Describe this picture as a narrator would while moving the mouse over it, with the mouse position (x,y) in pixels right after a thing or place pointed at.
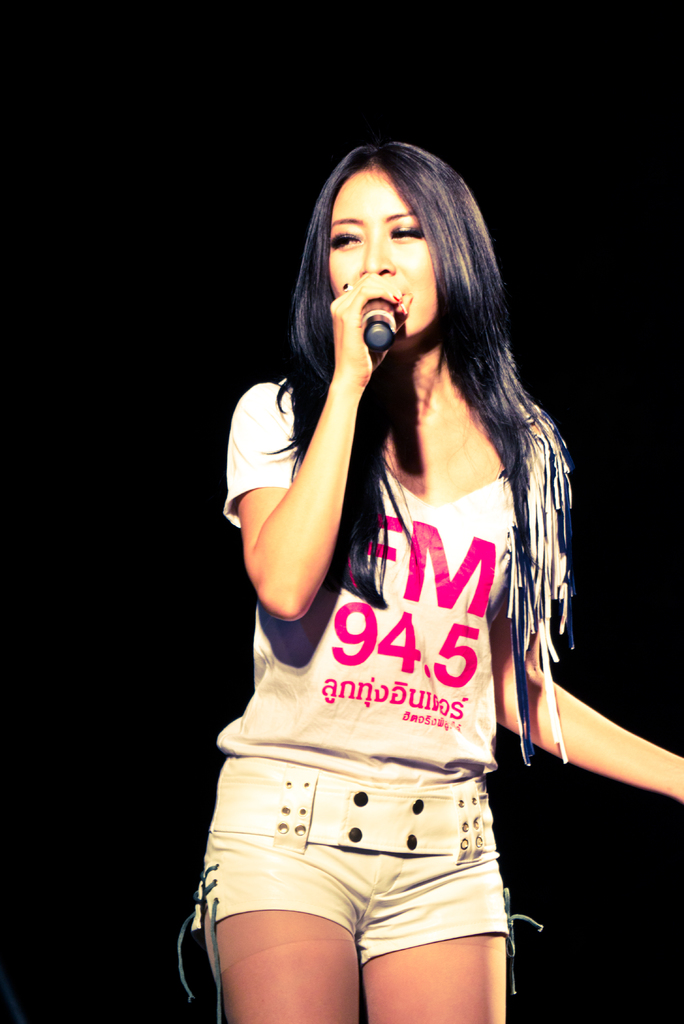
Girl (408,576) holding a mic (376,333) wearing shorts (391,874).
